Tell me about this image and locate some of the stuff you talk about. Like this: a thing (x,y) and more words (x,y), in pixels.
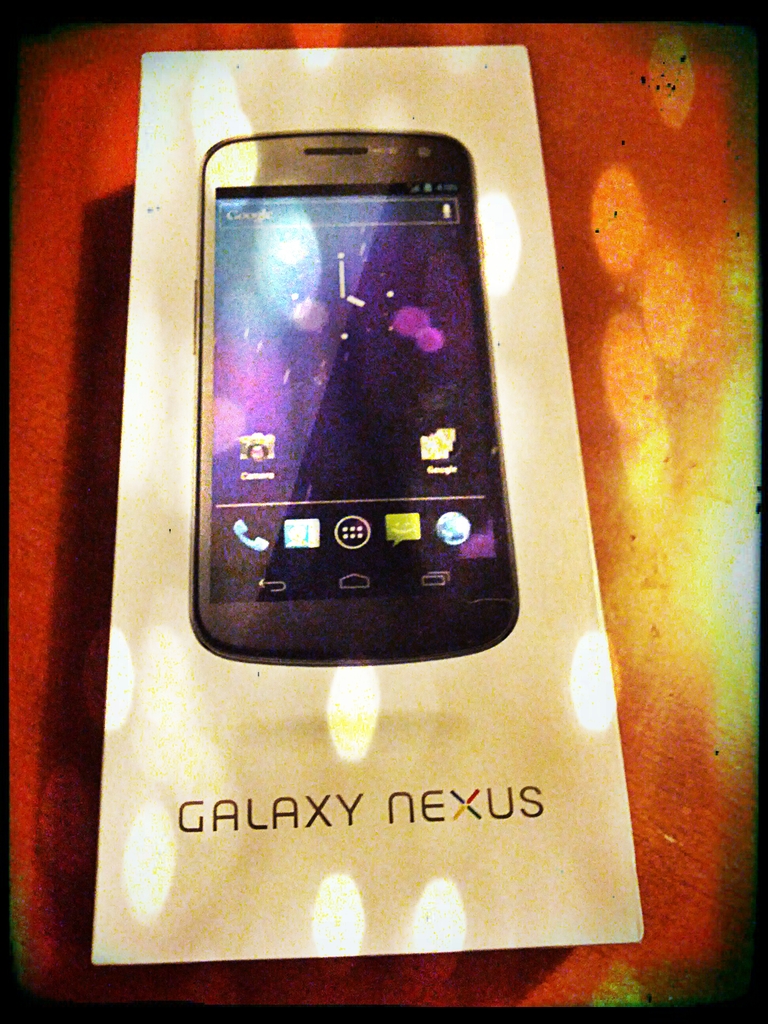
In this image I can see the mobile box (281,479) which is white color. I can see the name galaxy nexus (201,819) is written on it. It is on the red and yellow color surface (693,506).
